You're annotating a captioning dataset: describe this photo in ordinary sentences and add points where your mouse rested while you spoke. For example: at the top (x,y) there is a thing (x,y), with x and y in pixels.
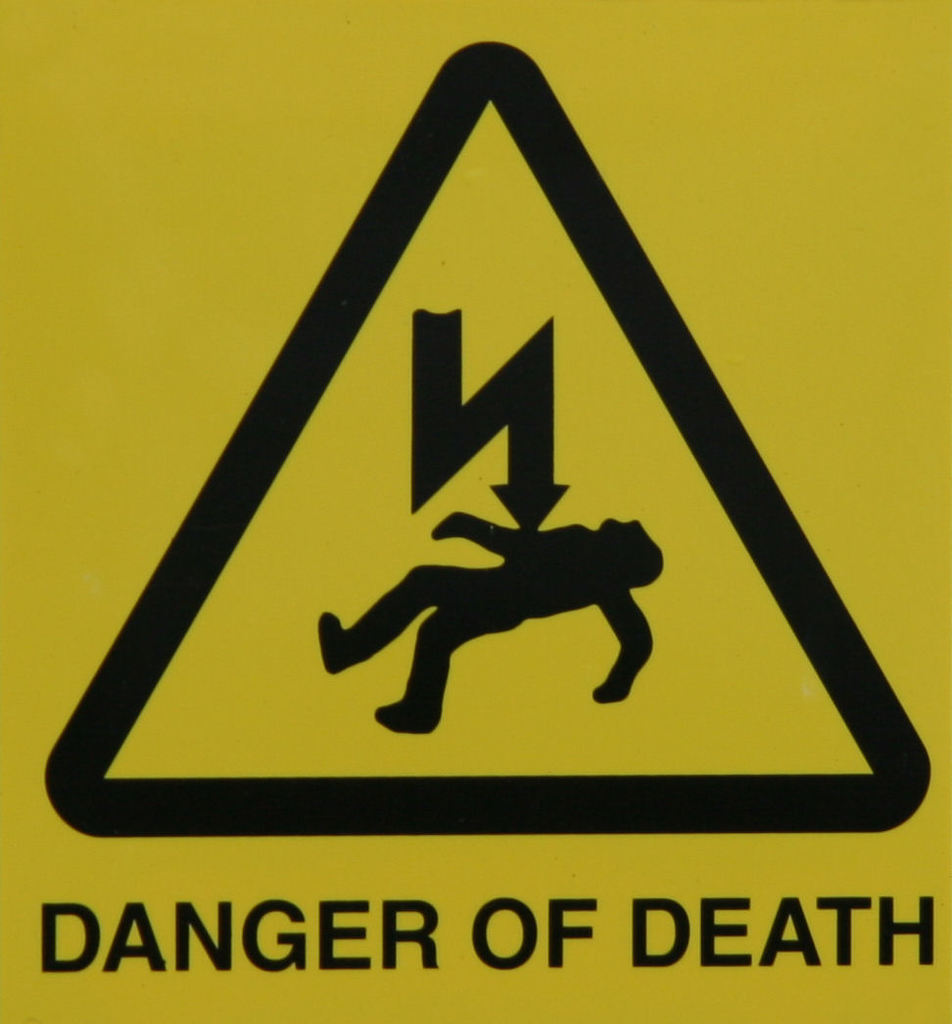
In this picture we can see a logo (519,770) and text (833,905) are present on the board (447,282).
